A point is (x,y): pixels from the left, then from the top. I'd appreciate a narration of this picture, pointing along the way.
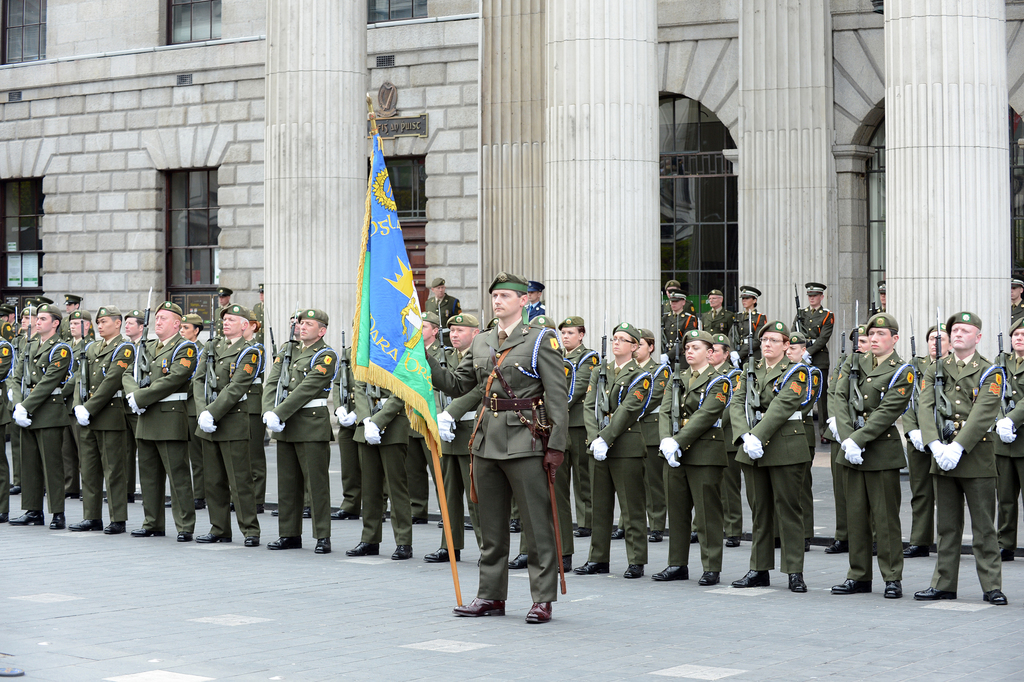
In this image there are people (243,471) standing on the floor (174,526). They are wearing uniforms (114,442) and caps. Middle of the image (414,384) there is a flag (392,355) attached the pole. Background (357,168) there is a building (600,159) having pillars (814,173). Few people (630,355) are holding guns (26,372) in their hands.
